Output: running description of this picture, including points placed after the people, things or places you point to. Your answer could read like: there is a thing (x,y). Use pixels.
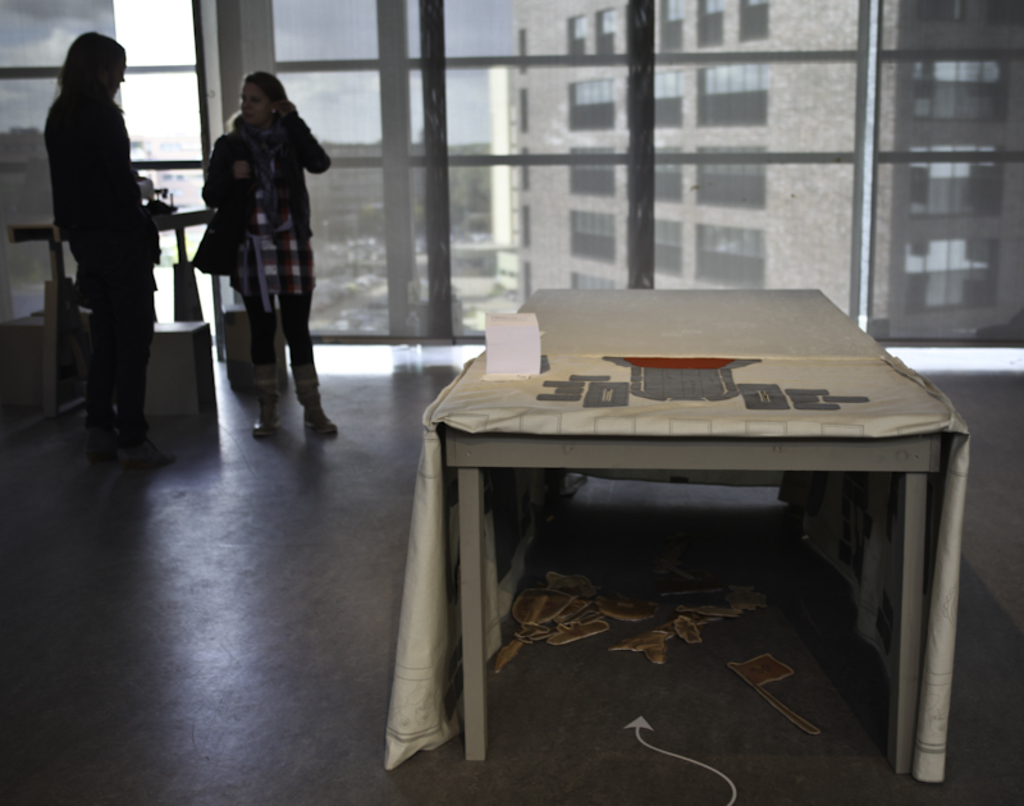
The image is taken inside the building (192,418). On the left side of the image (117,68) we can see two ladies (241,255) standing. In the center (575,310) there is a table (891,510) and we can see a paper (516,373) placed on the table (553,371). In the background (788,140) there is a glass (656,180) and we can see buildings (564,169) through the glass (481,172).
